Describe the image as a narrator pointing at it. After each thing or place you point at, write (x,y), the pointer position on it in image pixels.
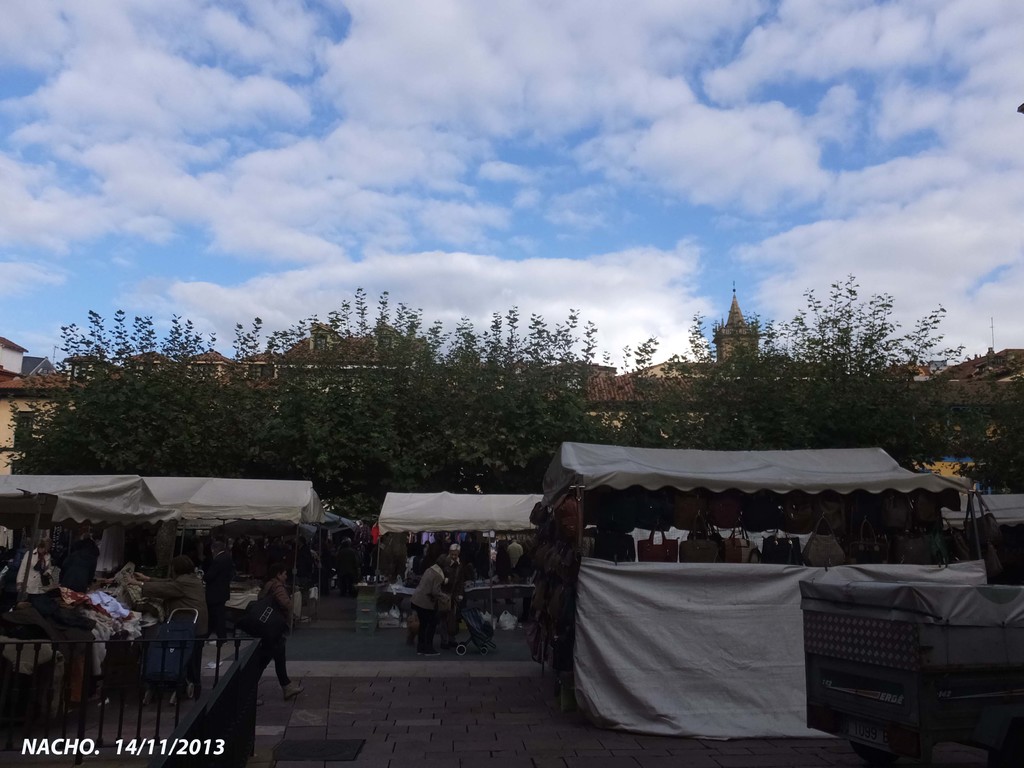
In this image we can see some persons (68,569) standing and walking near the stores (568,602) which are under white color tents (599,583) and in the background of the image (559,410) there are some trees (534,399), houses (30,377) and sunny sky (432,246).
